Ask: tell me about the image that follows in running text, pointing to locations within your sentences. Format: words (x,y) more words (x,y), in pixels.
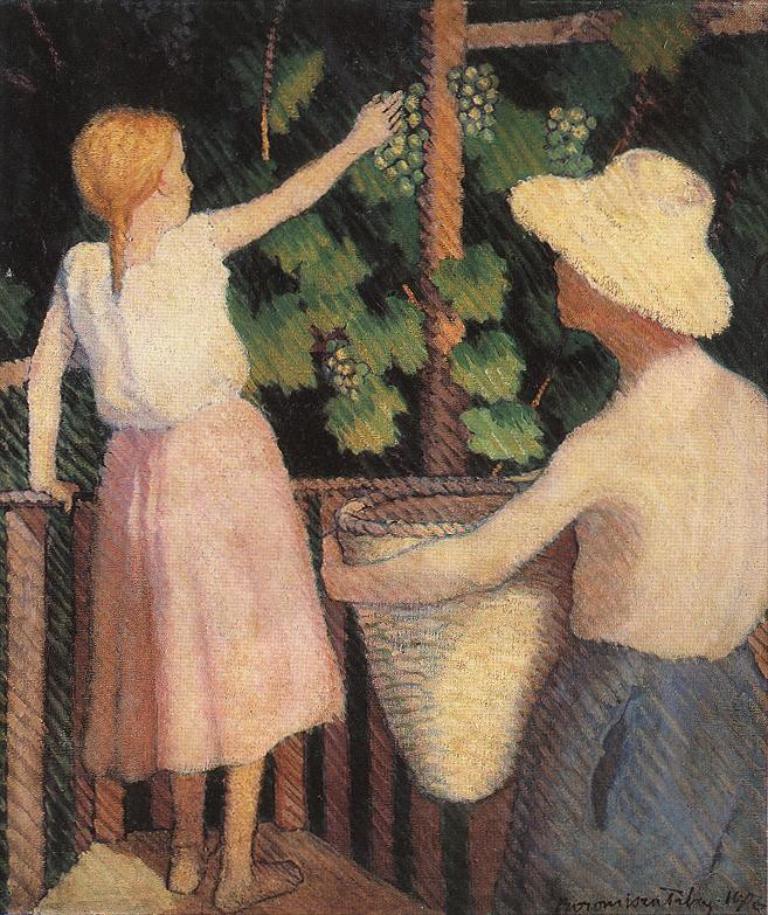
In the image we can see the painting (427,618), in which we can see two people (259,477) are standing and they are holding some objects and a few other objects (15,654).
